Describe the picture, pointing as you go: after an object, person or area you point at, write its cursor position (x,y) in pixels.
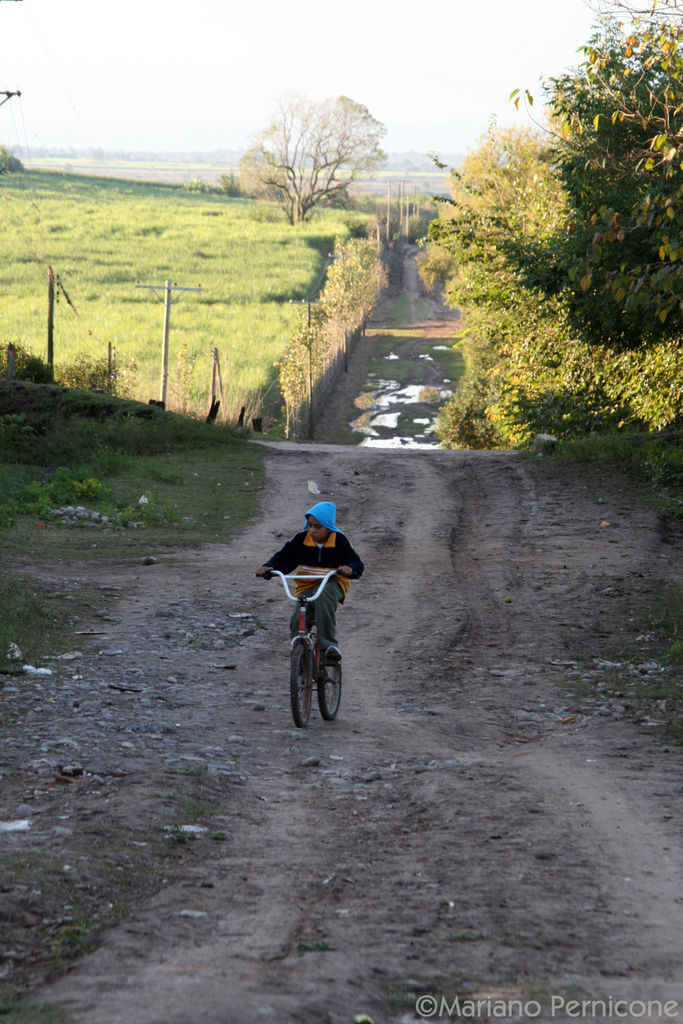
In the middle of the image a boy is riding a bicycle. Behind him there is grass (41,288) and trees (661,133) and fencing (11,368). At the top of the image (342,84) there is sky (25,84).
